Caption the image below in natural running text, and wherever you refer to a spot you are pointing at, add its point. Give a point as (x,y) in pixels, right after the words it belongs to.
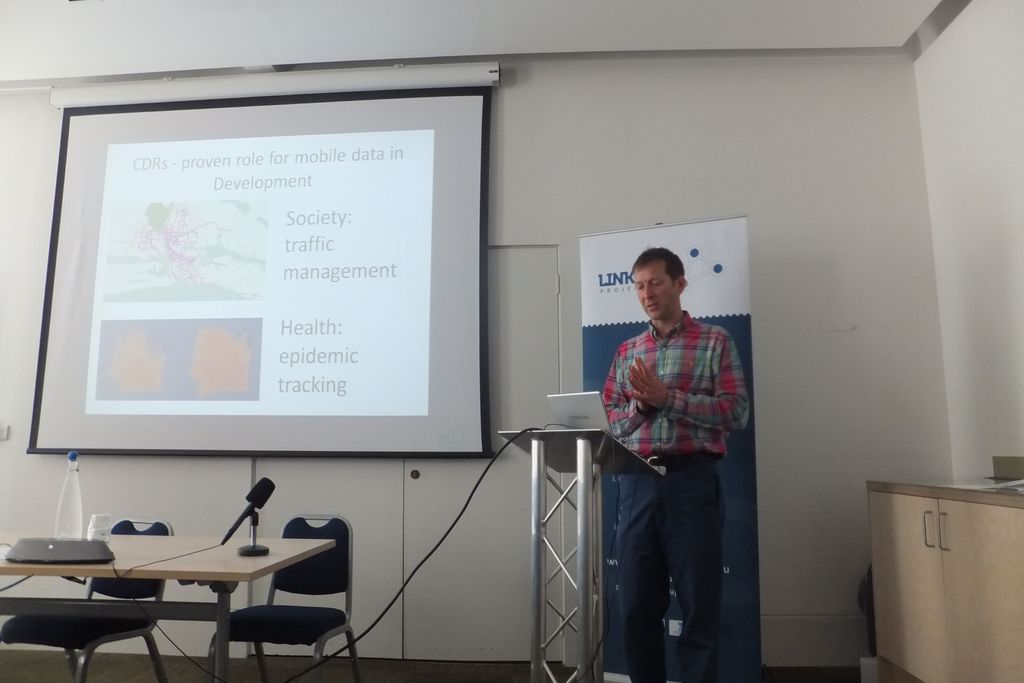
This image is taken in the conference room (398,438) where a man (675,374) at the right side (694,426) is standing in front of the stand (585,443) and is looking at the screen (587,402). In the background (729,288) there is a banner (726,278) with the name link. In the center (386,307) a projector (333,287) is on. There is a table (165,555), a bottle (60,509) on the table (138,551), two chairs (119,521). At the right side (939,530) there is a wardrobe (954,540).
